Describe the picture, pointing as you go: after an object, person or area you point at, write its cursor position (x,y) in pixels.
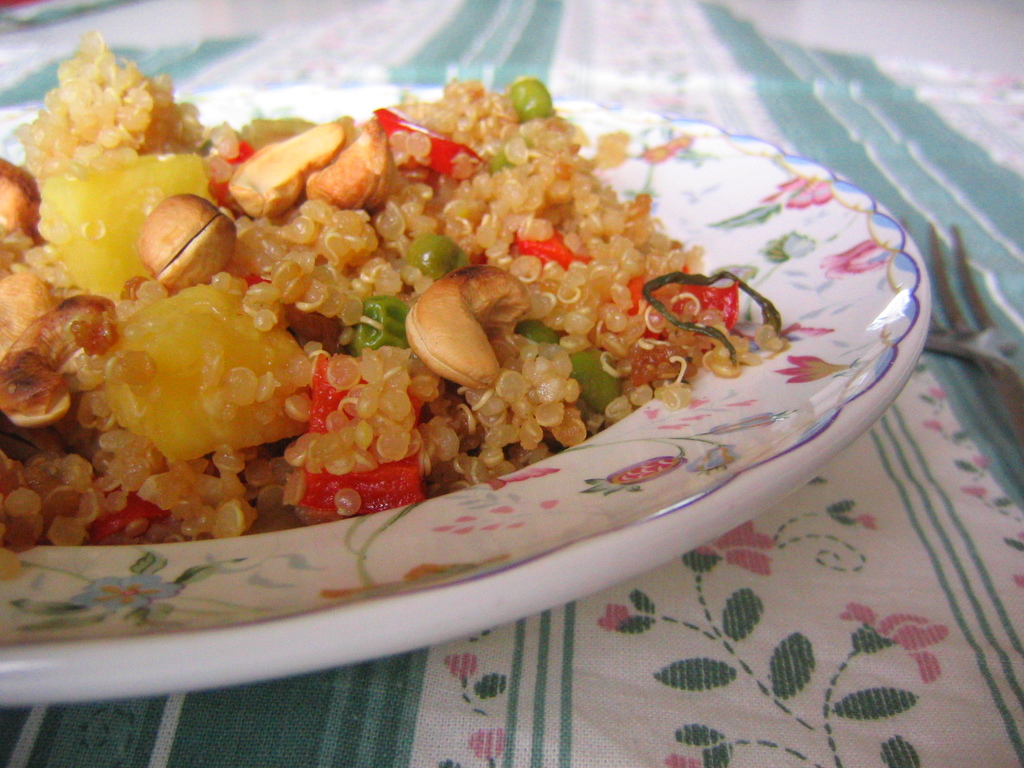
In this picture we can see a plate (709,469), there is some food (572,228) present in the plate (692,472), at the bottom (986,670) there is cloth (879,614), we can see a fork (987,355) on the right side (986,353).
